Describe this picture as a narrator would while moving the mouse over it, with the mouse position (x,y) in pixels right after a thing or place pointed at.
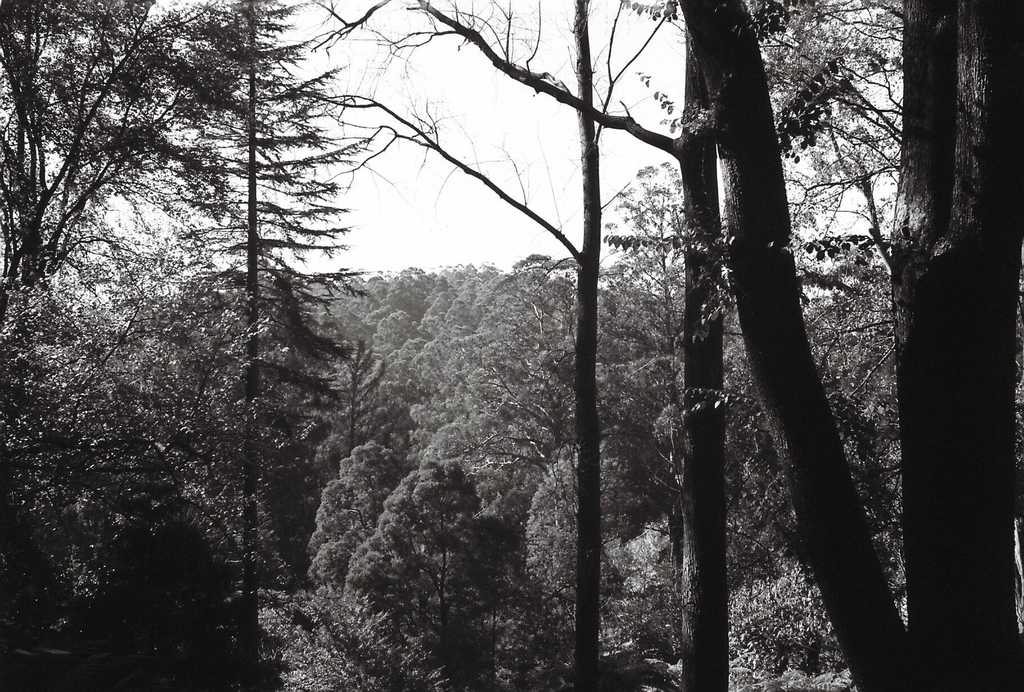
In this picture there are trees (450,385).
